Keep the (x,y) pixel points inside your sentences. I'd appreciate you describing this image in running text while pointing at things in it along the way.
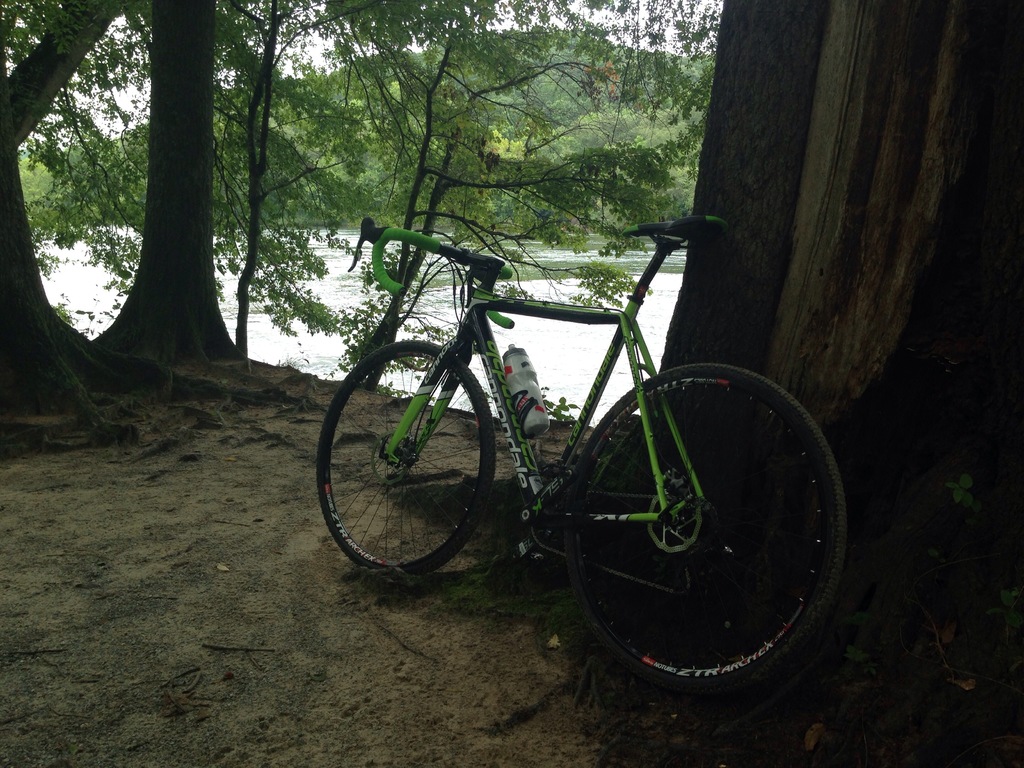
In this image we can see there is a bicycle (501,389) and a water bottle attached to it. In the background (346,201) there is a river (355,277), trees (281,138) and a sky (242,4).
